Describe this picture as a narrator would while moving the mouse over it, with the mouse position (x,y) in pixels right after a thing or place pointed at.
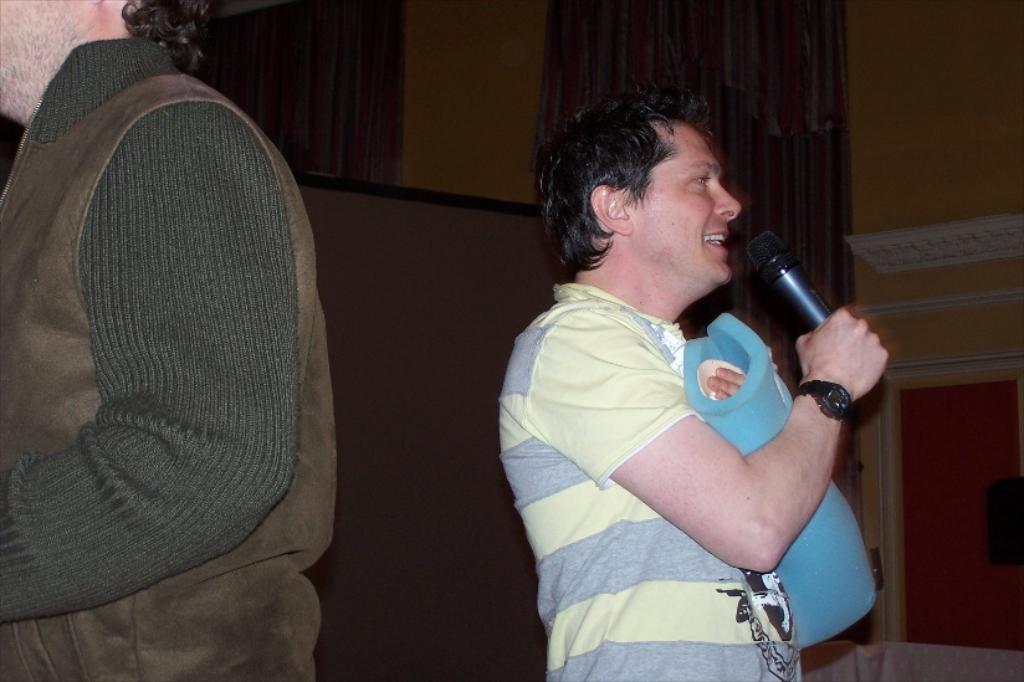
In this picture we can see a man (690,293) holding a mike (802,302) in his hand (821,334) and talking. At the left side of the picture (214,342) we can see other man (140,419). On the background (896,209) there is a wall (901,151).
